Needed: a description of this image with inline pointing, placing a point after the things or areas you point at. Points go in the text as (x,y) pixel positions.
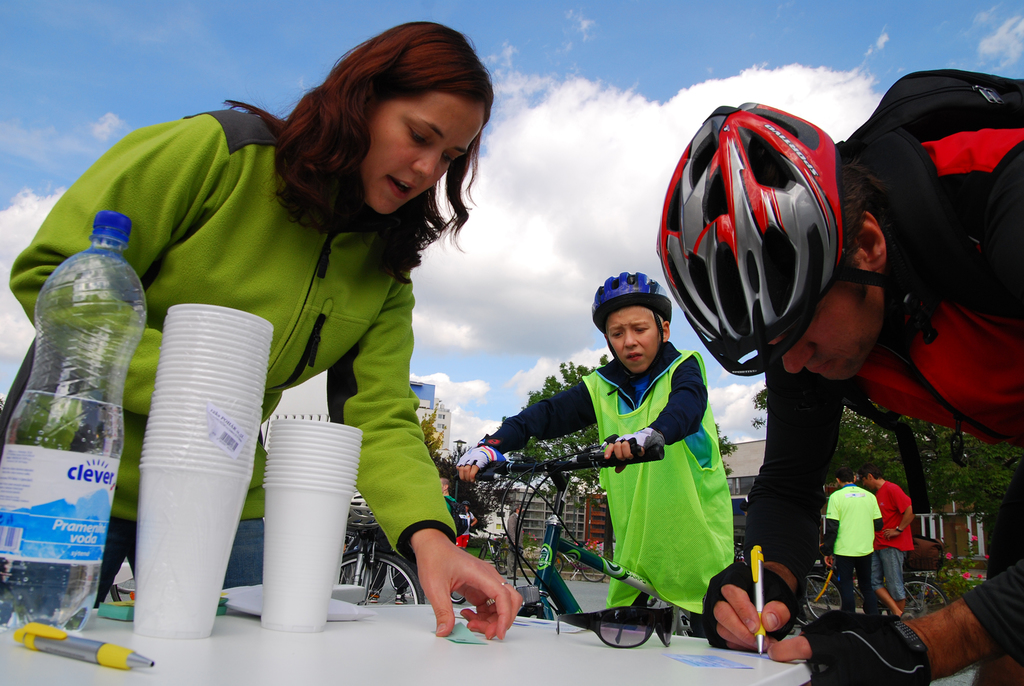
In this image on the right side (866,266) there is one man (827,364) who is writing. On the left side (253,230) there is one woman (172,281) who is talking and in the center (638,382) there is one boy (642,343) who is sitting on a cycle (645,585) and in the bottom of the right corner (858,503) there are two persons (862,515) who are standing and in the background (638,168) there is a sky (488,69), and in the middle (444,428) there are some buildings (579,525) and trees (843,447) are there and on the table (336,629) there are cups (246,486) and bottle (59,548) and one pen (58,640) is there.
